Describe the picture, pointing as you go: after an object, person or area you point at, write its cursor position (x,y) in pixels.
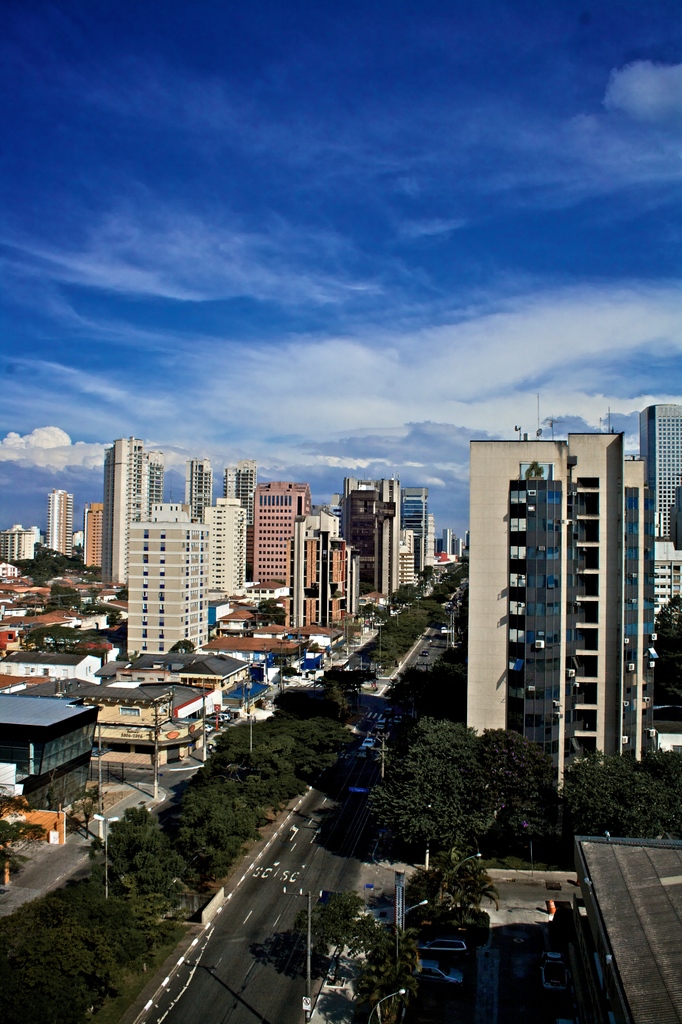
In this image we can see the view of a city (286,566), there are some buildings (192,566), houses (18,615), vehicles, roads (335,815), street lights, poles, we can also see some trees (397,809), and the sky (371,278).
